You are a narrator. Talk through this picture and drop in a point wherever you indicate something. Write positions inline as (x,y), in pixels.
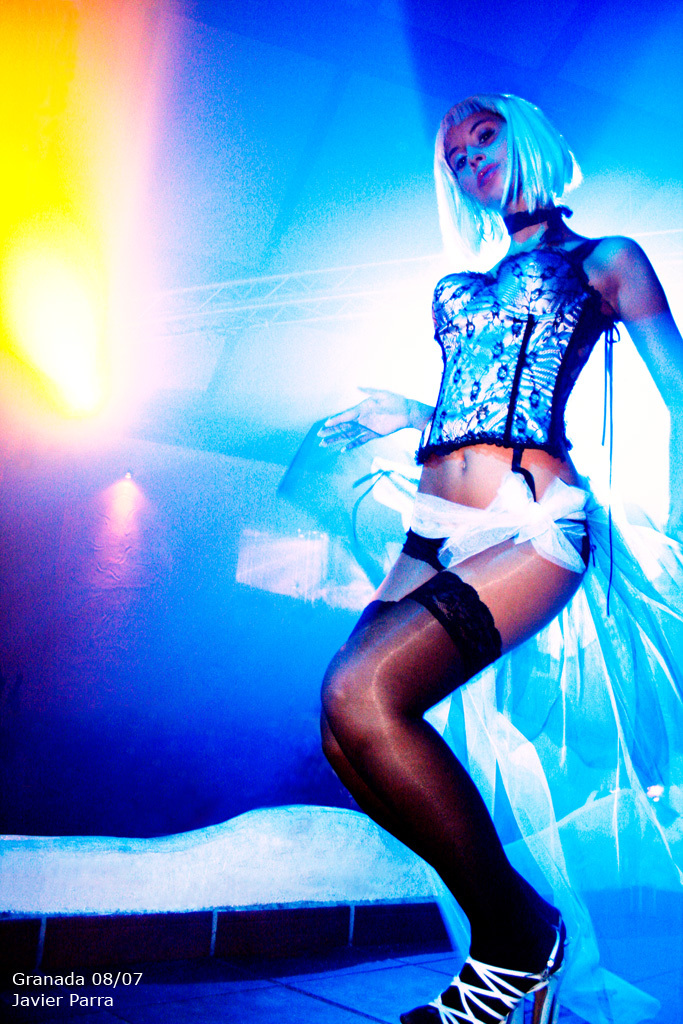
In this image we can see a woman (478,549) wearing a dress (524,482) is standing on the floor (447,979). In the background (301,295), we can see some lights (35,340) and poles (270,303).
